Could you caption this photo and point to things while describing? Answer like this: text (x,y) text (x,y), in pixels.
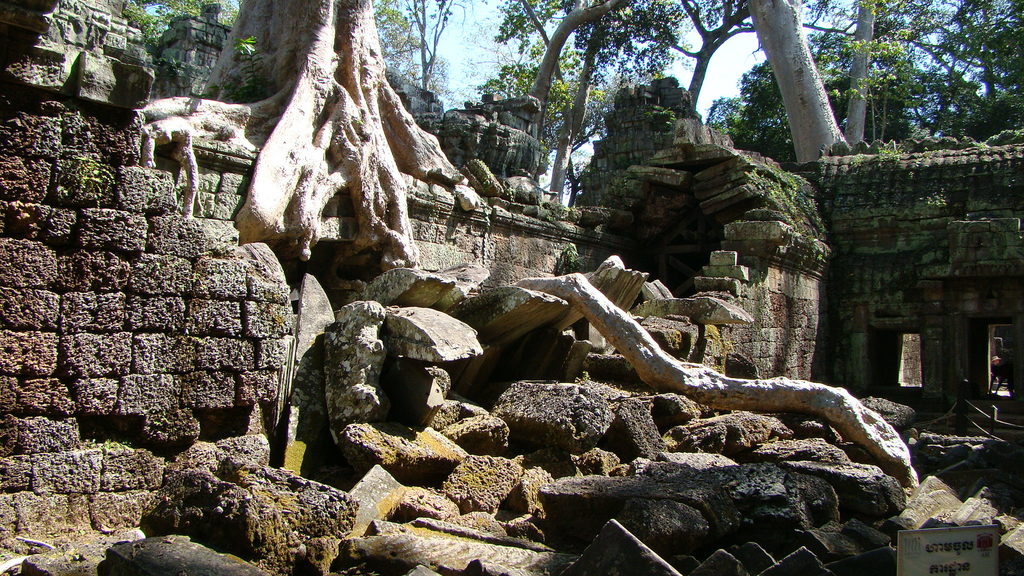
In this image there are stones (708,353) in the middle (521,357). At the top (399,42) there are trees (583,57). On the right side (877,195) there is a wall (949,251).
